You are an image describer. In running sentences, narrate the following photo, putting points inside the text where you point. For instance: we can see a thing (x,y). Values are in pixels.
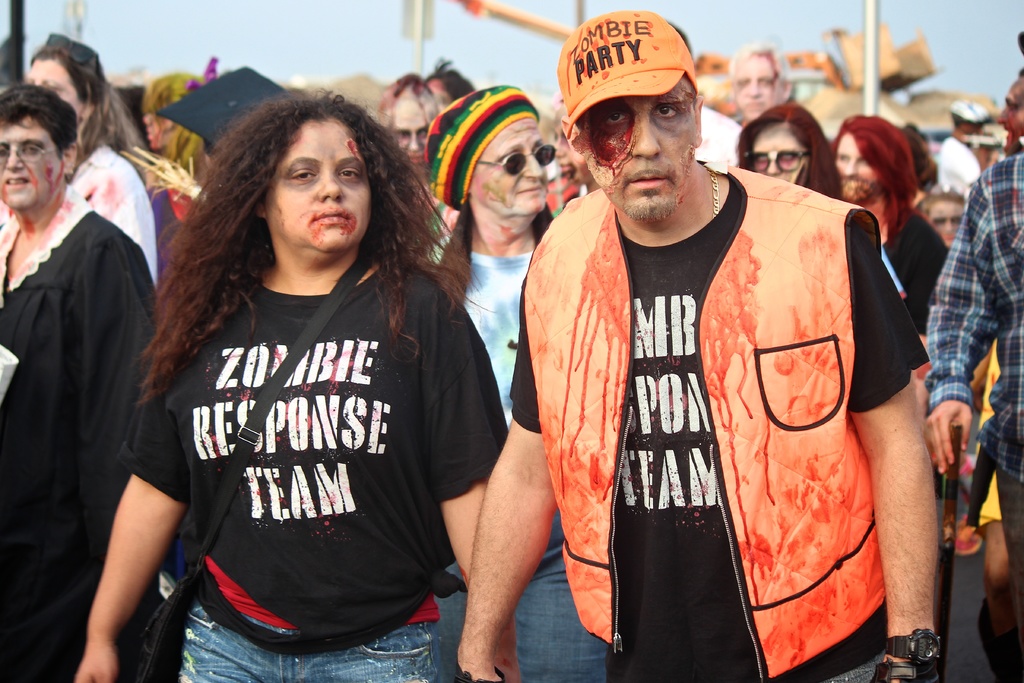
In this picture there are group of people (325,242). In the foreground (624,262) there are two persons (443,343) standing and there is blood (611,149) on their face (634,134) and on the jacket (703,377). At the back (906,77) there is a vehicle (827,41) and there are poles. At the top (311,30) there is sky (352,24).
